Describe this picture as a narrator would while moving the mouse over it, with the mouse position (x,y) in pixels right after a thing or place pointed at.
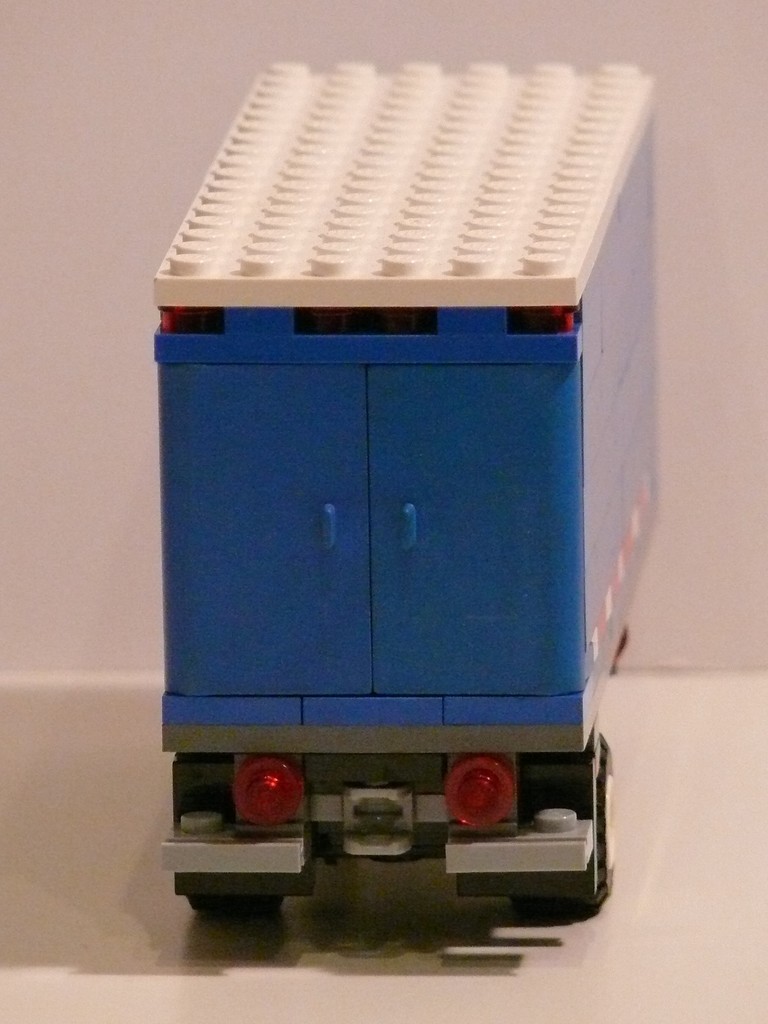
In the picture I can see a truck toy (463,559) on a white color surface (622,834). The toy (328,706) is blue in color.
